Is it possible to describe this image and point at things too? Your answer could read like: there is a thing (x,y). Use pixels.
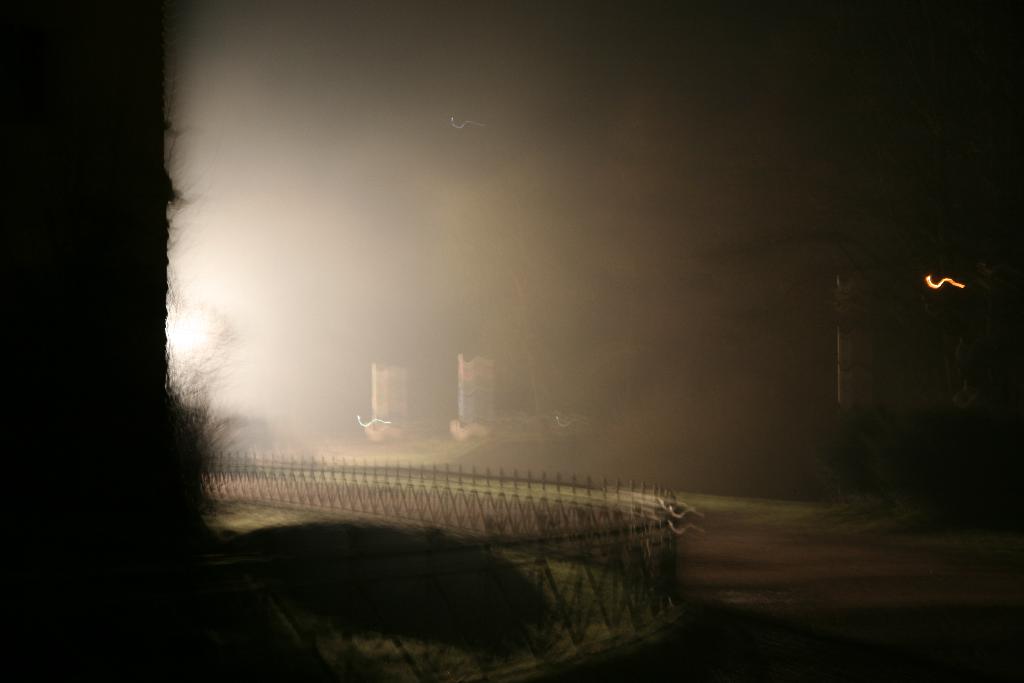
In this picture we can see building (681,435). In the bottom (650,569) we can see the fencing (522,535) and plants (380,680). In the background (935,325) we can see the trees (889,353).
